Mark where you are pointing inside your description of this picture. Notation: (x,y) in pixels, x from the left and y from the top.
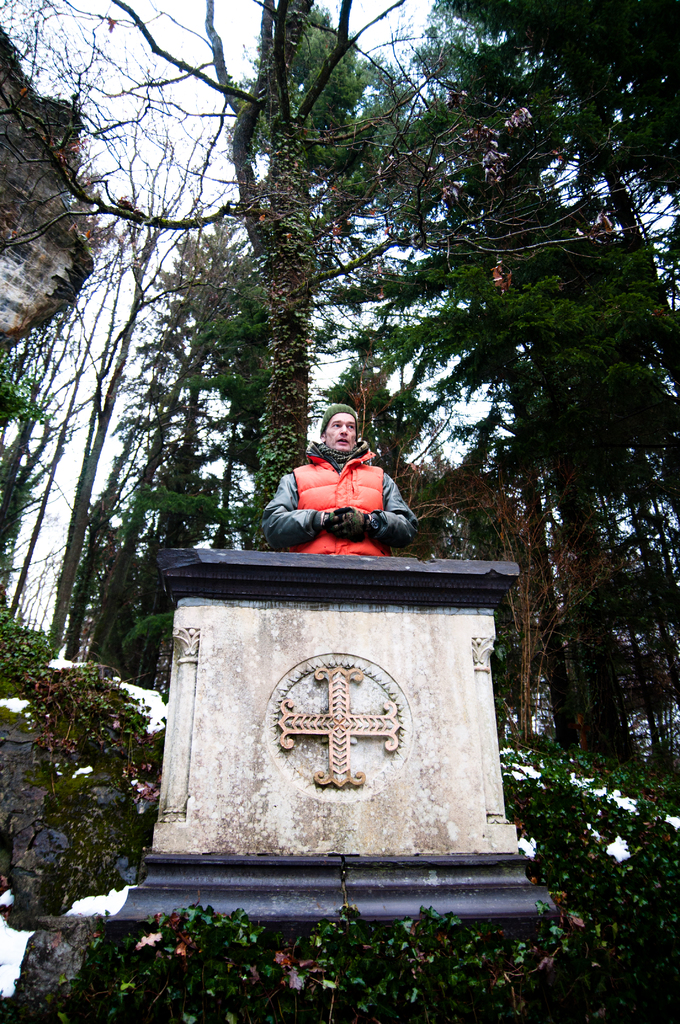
There is a stone pedestal (350,669) at the bottom of this image (350,735), and there are some trees (371,447) in the background (95,521). There is a sky (167,121) at the top of this image (173,114).
